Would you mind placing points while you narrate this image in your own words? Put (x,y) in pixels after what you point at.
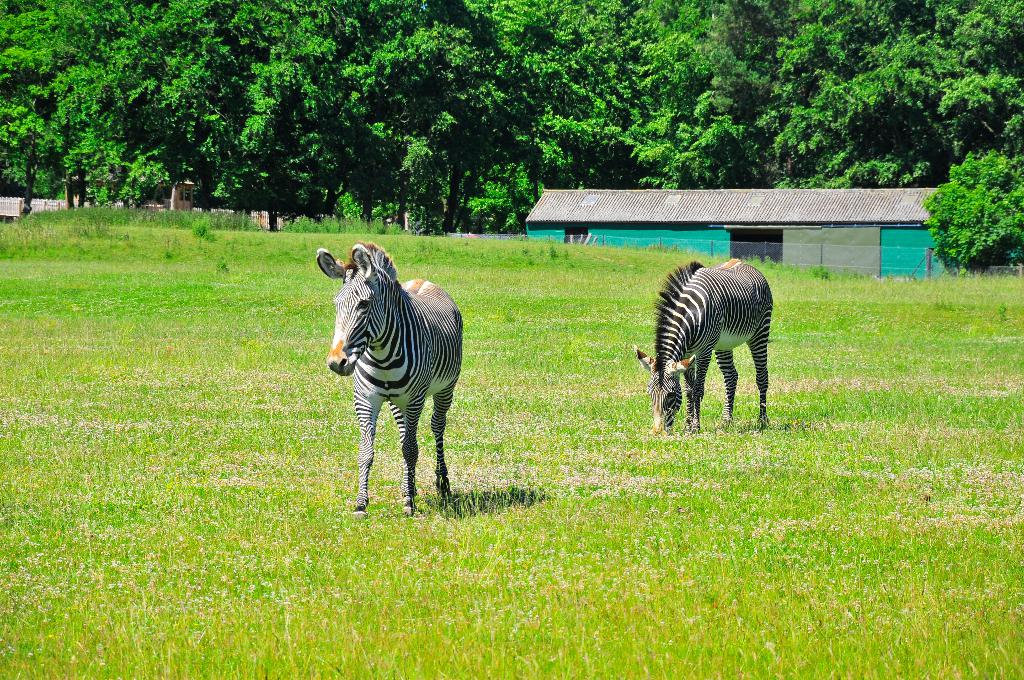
In this image we can see zebras (733,333) on the ground (547,362). There is grass (493,489) on the ground (695,590). In the background (748,220) there is a building (673,192). Also there are trees (566,85).
